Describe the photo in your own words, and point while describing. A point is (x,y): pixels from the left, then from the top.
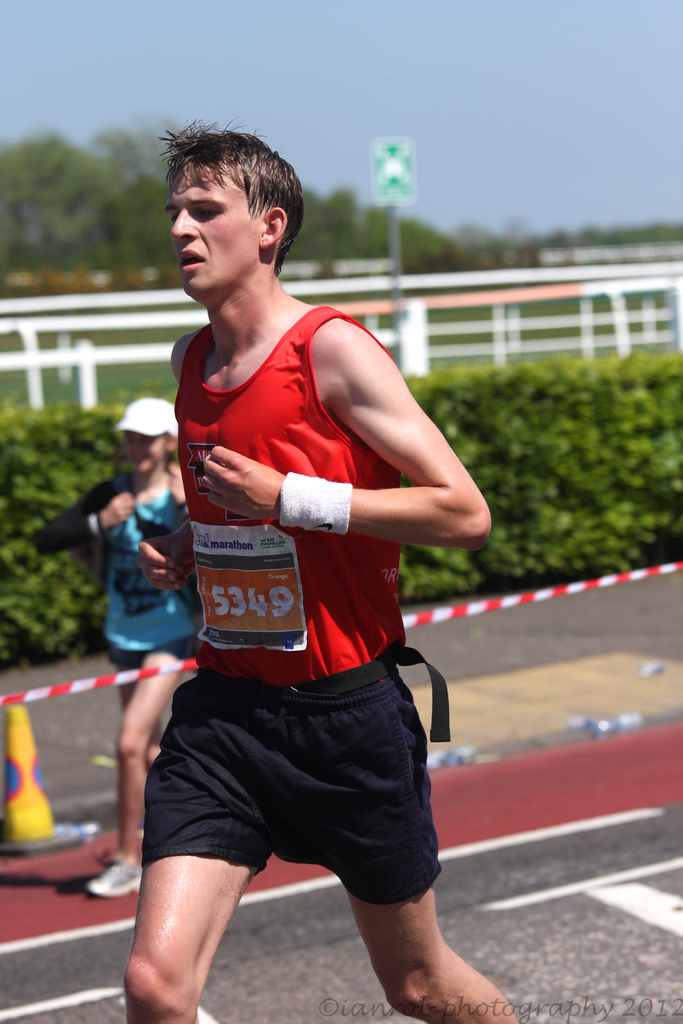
In this image I can see a person (402,444) wearing a red color t-shirt (374,557) and he is running and in the background (152,604) I can see a person (125,645) and a rope (36,693) and divider pole (28,736) and bushes (62,411), fence (65,329), trees (90,173) visible on left side (15,742), at the top (225,71) I can see the sky (483,71).
